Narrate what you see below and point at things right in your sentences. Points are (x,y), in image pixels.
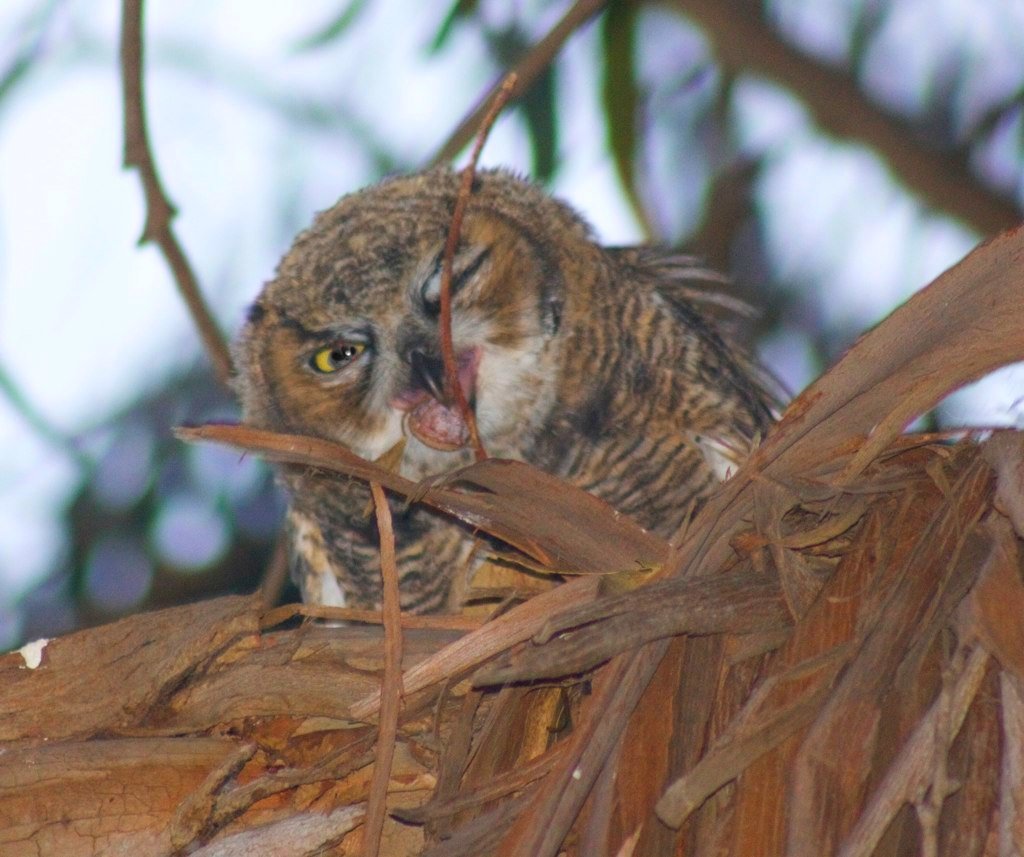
In the image we can see there is an owl (361,418) sitting on the tree trunk (458,661) and background of the image (505,22) is blurred.
